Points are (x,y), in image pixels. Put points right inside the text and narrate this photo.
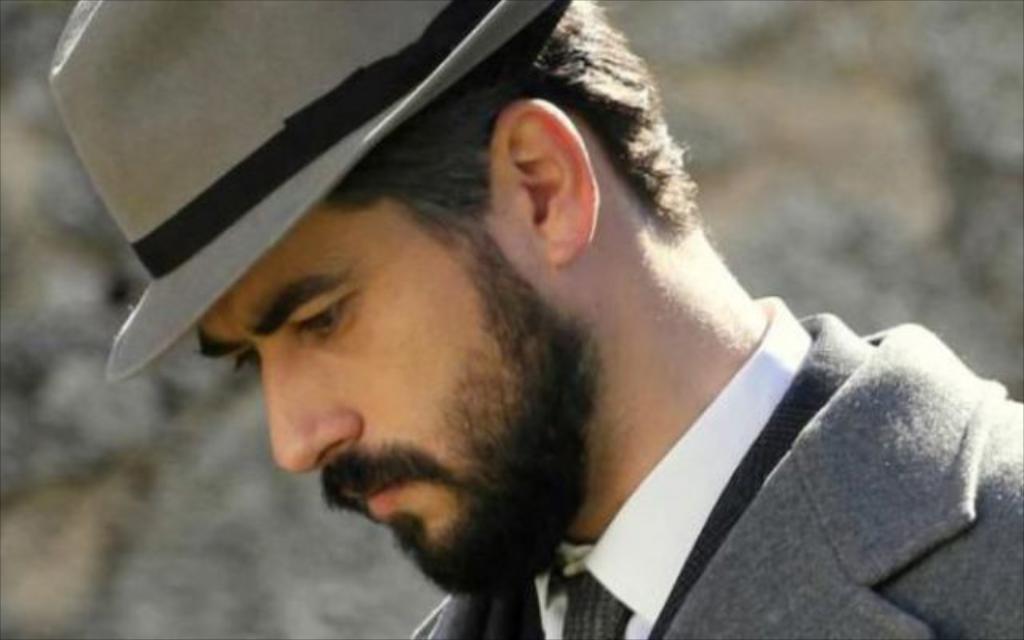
Here I can a see man (578,465) wearing a suit (841,570), white color shirt (642,562), black color tie (595,610) and cap (228,87) on the head (340,97). He is facing towards the left side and looking at the downwards. The background (855,153) is blurred.
